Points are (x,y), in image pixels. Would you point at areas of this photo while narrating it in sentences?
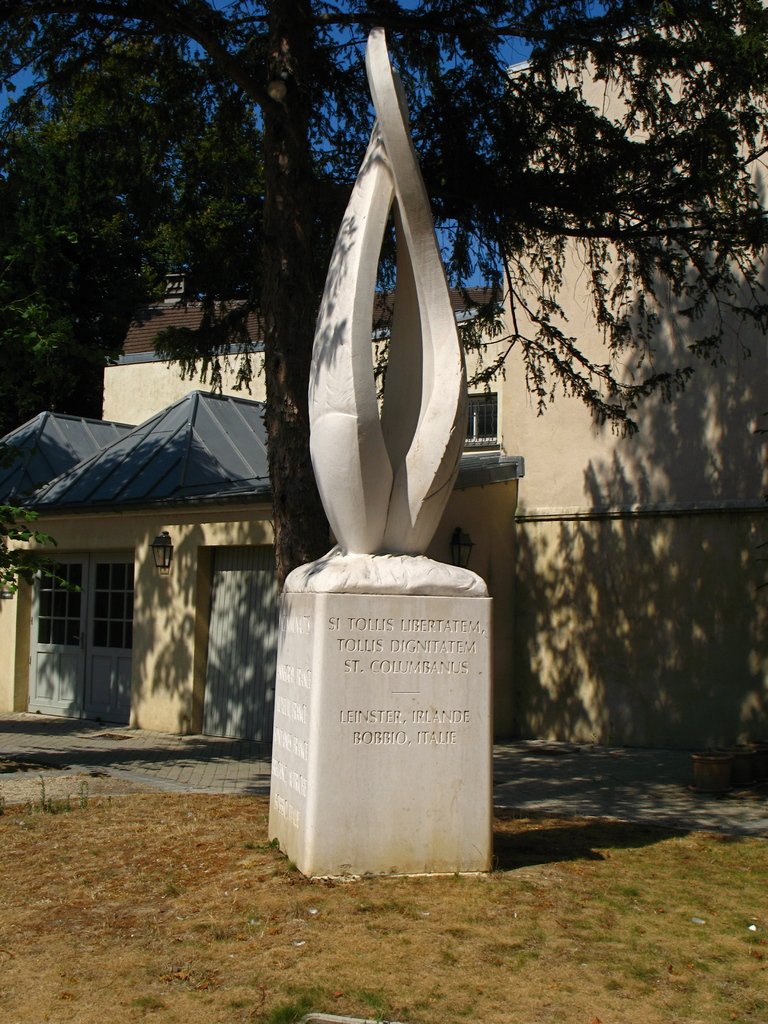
In this image we can a sculpture (444,427) on a block (432,750), there we can see some text (398,744) on the block (369,643), there we can see buildings (269,596), grass (408,952) and a tree (450,108).
